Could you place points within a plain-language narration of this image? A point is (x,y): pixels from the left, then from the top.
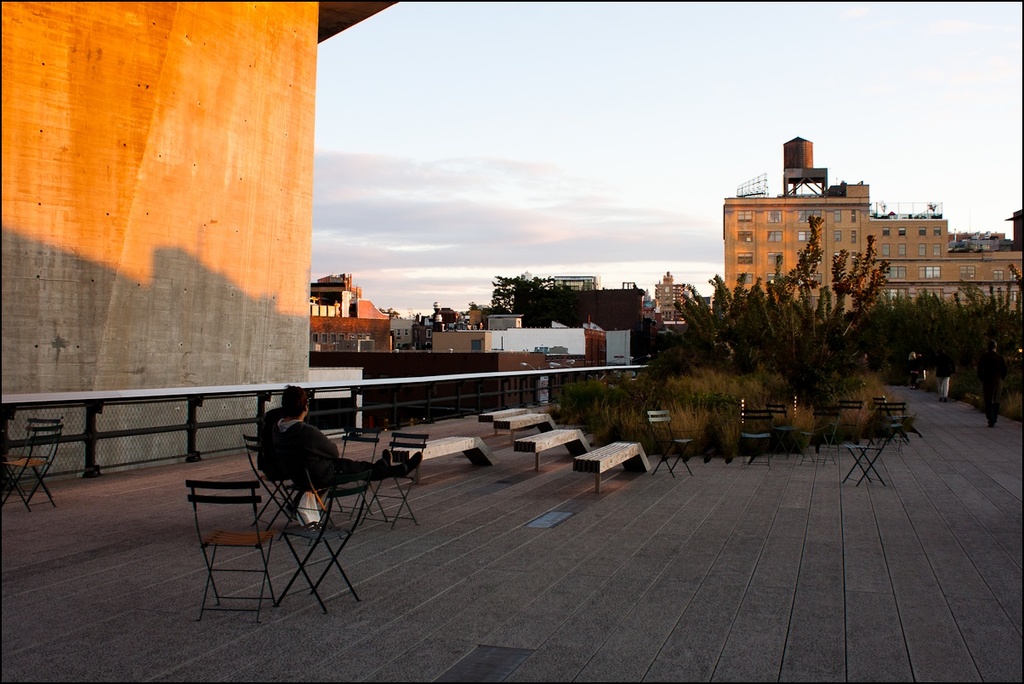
In this image we can see a person (287,389) sitting on the chair (274,484). At the bottom of the image (518,625) there is a wooden flooring (394,637). In the center of the image (652,439) there are plants (733,310), chairs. In the background of the image (870,204) there are buildings (923,227), sky (445,275). To the left side of the image (55,104) there is a wall (157,205).
